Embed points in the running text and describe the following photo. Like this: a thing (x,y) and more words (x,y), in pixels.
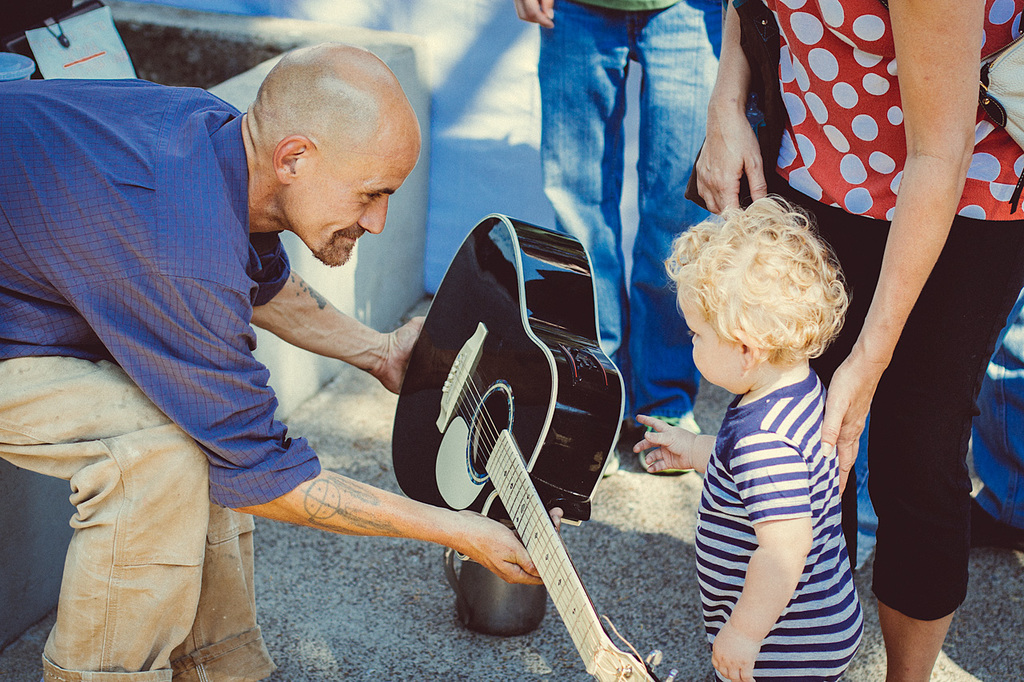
This image is clicked on the road (265,521). There are few people (907,291) in this image. To the left (163,327) there is a man (184,355) sitting, wearing a blue shirt (171,373) and holding a guitar (475,460). To the right (828,563), there is a kid (781,568) wearing a blue and white t-shirt (763,505). Behind him there is a woman (984,142) standing. She is wearing a red shirt (893,111) and black pant (949,308).
